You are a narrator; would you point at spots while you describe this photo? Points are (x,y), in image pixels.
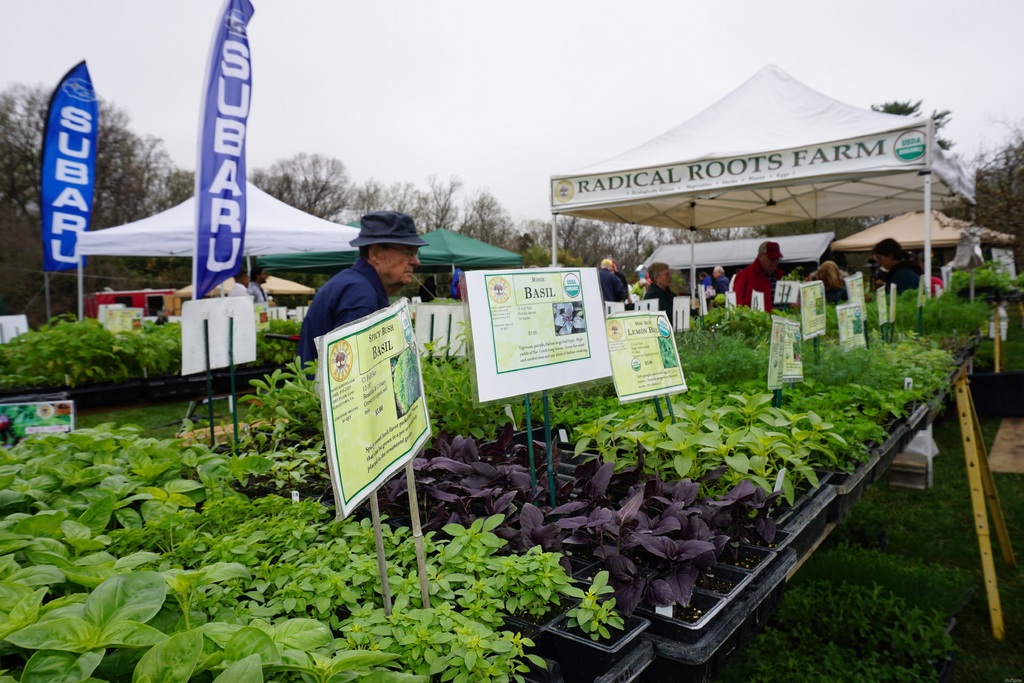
As we can see in the image there are plants (712,366), sky (520,203), trees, posters (504,364), tent (317,246) and few people (242,295) here and there.
